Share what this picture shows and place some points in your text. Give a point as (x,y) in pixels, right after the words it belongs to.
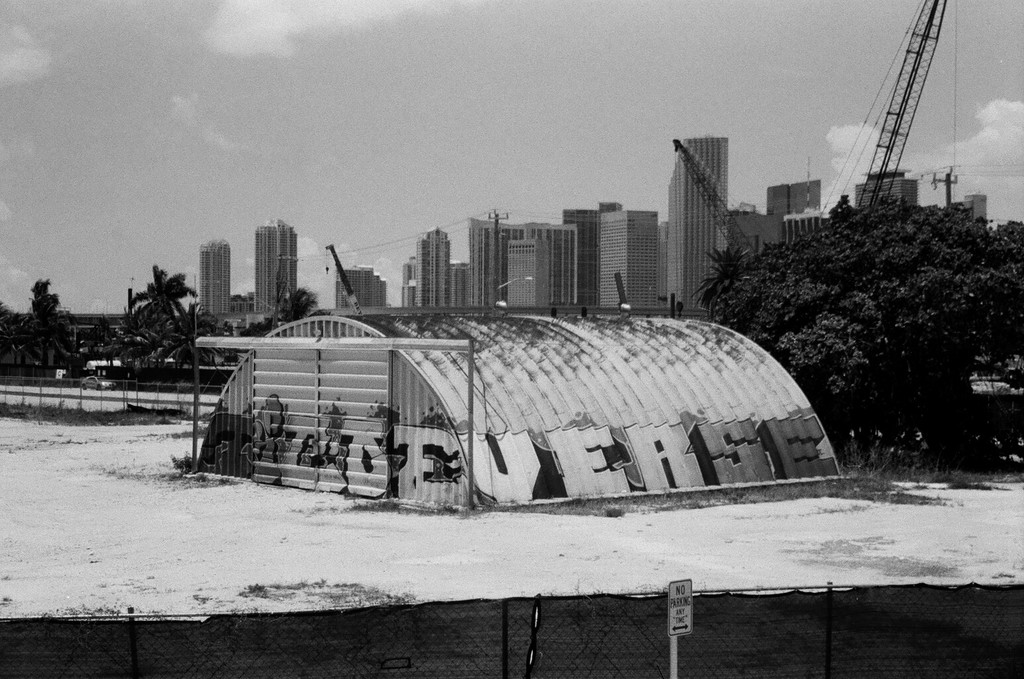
In this image we can see a house (446,497) on the ground (437,537), fence (443,609) and the signboard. On the right side (887,374) we can see a tree (879,327), crane (874,202), buildings (889,201), grass (870,466), utility poles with wires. On the left side (74,394) we can see a car (102,389) on the road (92,400), a fence (118,404), trees (152,351) and the sky (135,211) which looks cloudy.
